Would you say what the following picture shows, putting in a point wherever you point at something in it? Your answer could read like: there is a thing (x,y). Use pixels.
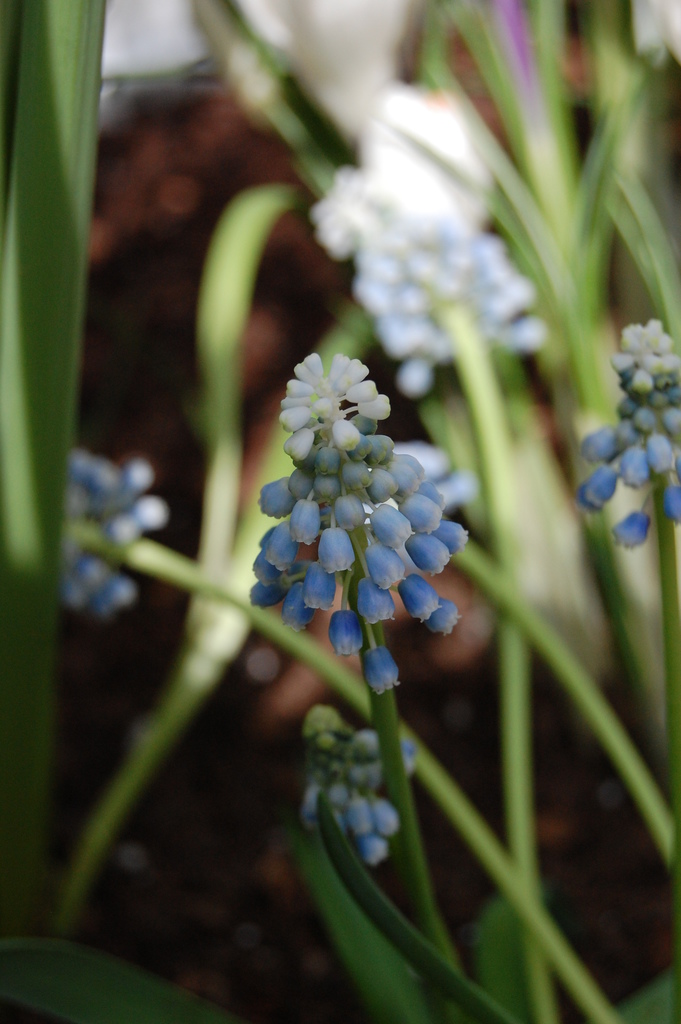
In this image there are plants (304,531) and we can see flowers (373,393) on it.
